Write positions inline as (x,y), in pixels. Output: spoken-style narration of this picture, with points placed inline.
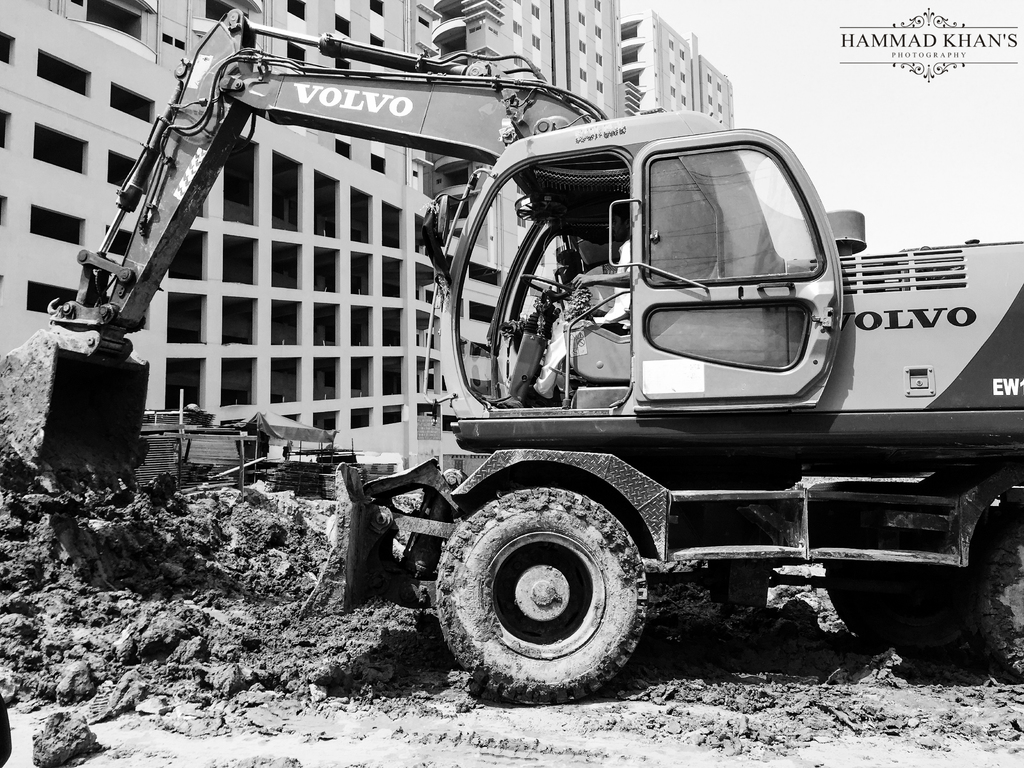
This is a black and white image. There is a crane (67,467) and a person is sitting in it. There is mud (179,549), tent (271,434) and buildings (284,203) at the left (305,209).
